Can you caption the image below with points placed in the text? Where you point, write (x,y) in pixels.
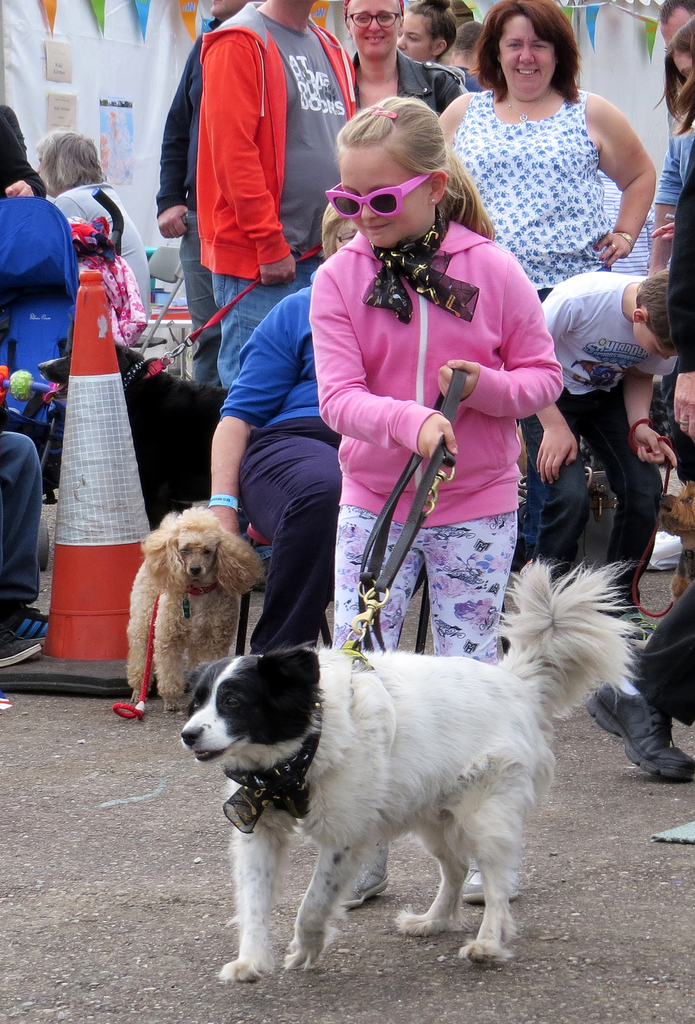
The picture is taken outside a road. In the middle (377,358) one girl (412,320) wearing pink jacket (407,347) and sunglasses (395,212) is holding a chain (428,478) which is attached to a dog (348,743). In the left (90,396) there is a traffic cone (81,493) and few other dogs (154,586) are held by people (227,271) in the background (154,382).
